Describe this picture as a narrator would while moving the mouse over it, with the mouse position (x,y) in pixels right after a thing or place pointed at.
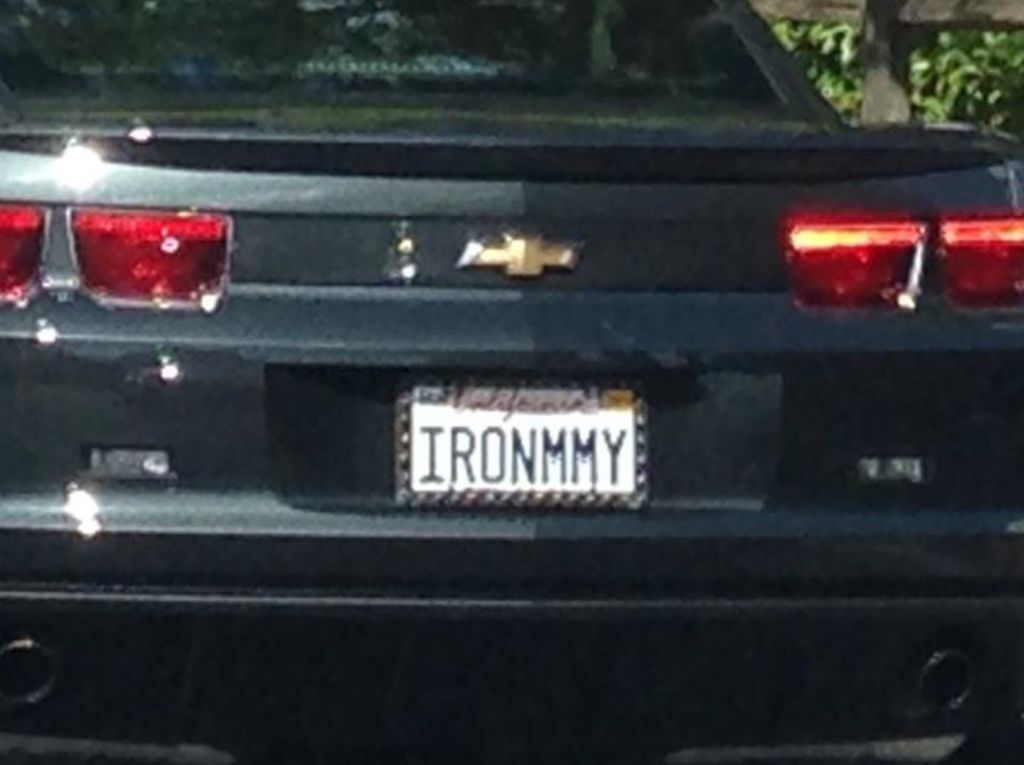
In this image there is a car (390,357) in the center (376,337) which is black in colour and there is some text (510,456) written on the backside (527,432) of the car (550,440). On the right side (972,57) there are plants (1008,71).
